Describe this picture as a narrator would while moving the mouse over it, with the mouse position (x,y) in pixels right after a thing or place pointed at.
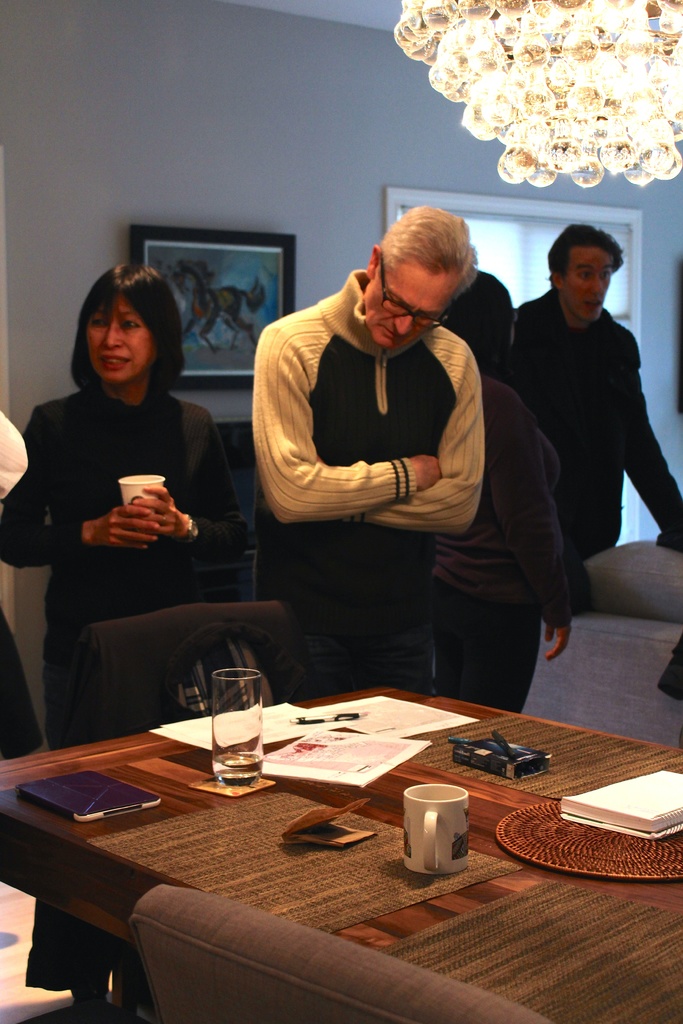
In this picture we can see some persons (46,419) standing on the floor (17,936). This is table (407,909). On the table (168,778) there are glass (224,741), cup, and papers (279,708). And this is chair (254,661). On the background (221,207) we can see a wall (232,135) and this is frame (246,278). And there is a light (592,93).
